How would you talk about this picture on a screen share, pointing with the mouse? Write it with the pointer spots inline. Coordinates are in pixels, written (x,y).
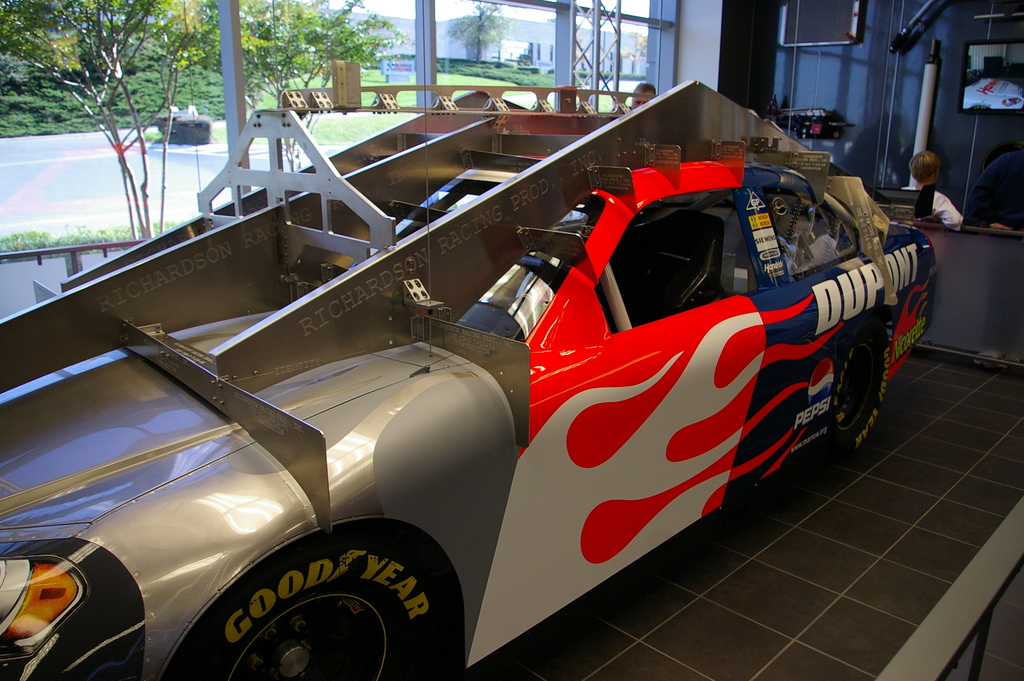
In this image in the center (426,442) there is one vehicle (482,442), and in the background (66,38) there are some trees (362,44) buildings (412,25), towers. And on the right side (955,85) there is a television (991,89), poles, wall (811,70), board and some other objects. At the bottom (879,492) there is floor (926,452), and in the center (429,247) there are some poles (571,40) and plants (21,236).
